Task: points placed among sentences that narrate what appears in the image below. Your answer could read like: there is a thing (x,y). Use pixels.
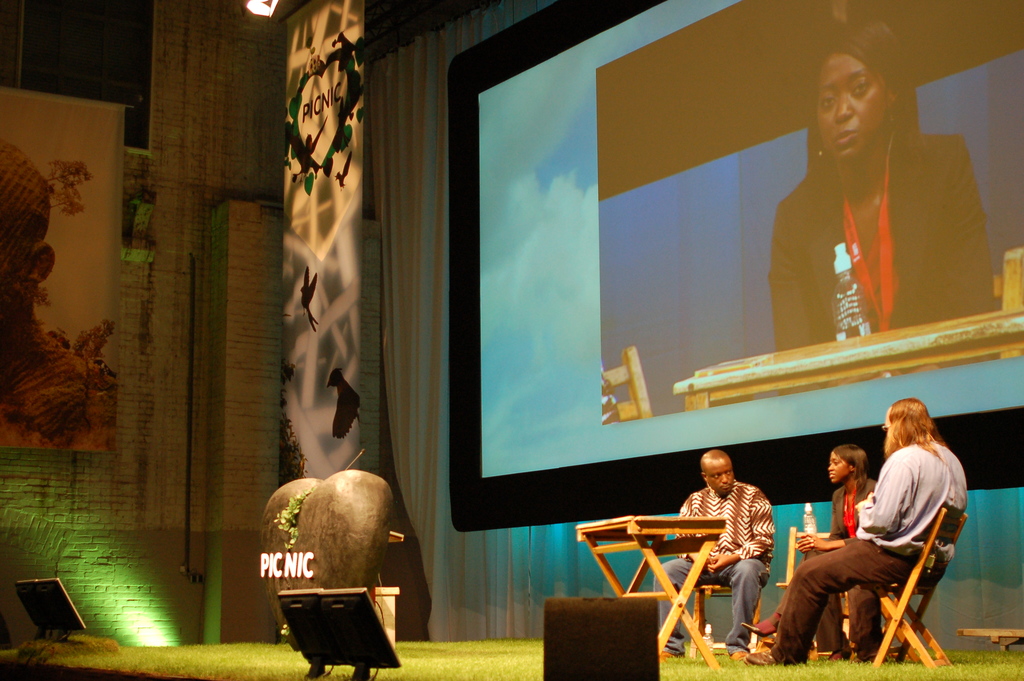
In this image we can see people (734,503) are sitting on the chairs (918,582). In front of them, we can see a table (678,598). In the background (633,311), we can see a big screen (650,289), curtain (399,269) and wall (207,289). There is a frame (72,360) on the left side of the image (70,373). At the bottom of the image (292,631), we can see square shape objects (353,620). We can see a podium (321,547) with some text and a mic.
